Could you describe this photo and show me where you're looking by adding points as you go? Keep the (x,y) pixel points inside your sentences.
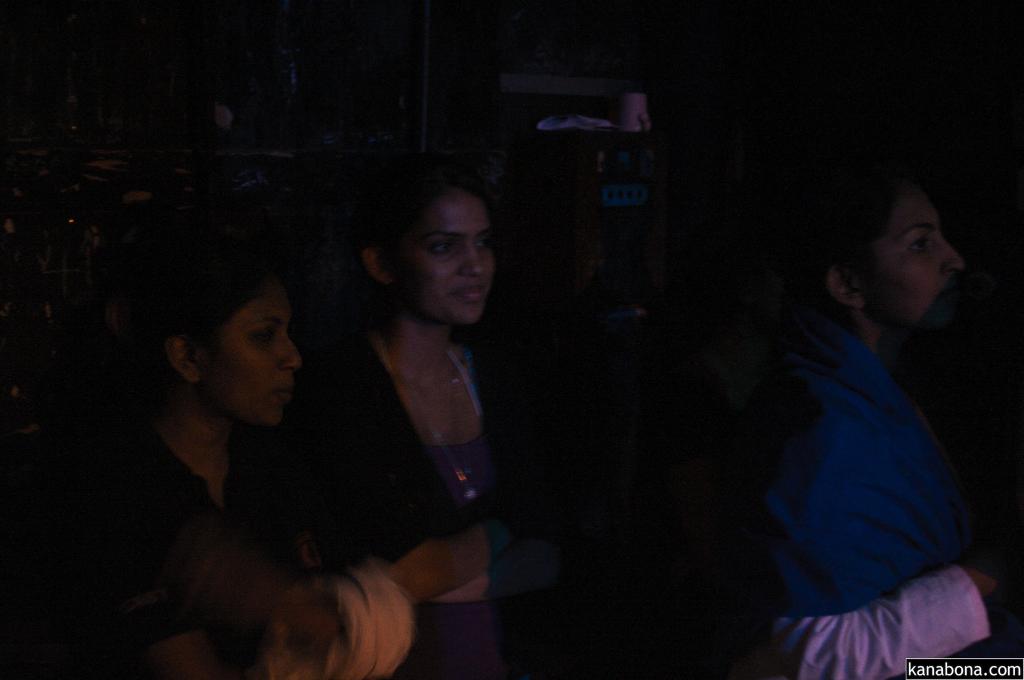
In this image we can see few people (873,458). There is a dark background (786,112) in the image. There are few objects (601,159) in the image.
